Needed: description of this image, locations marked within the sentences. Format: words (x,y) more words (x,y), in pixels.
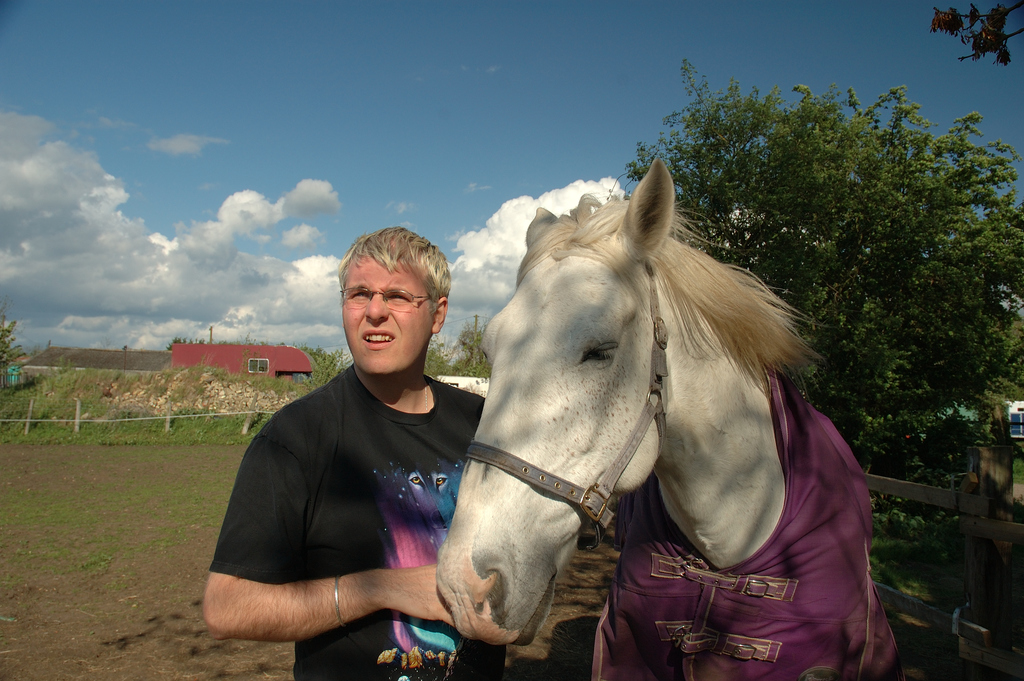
image is clicked outside. In the middle of the image (611,353) there is a horse (682,380) which has violet color cloth (754,603). And there is a tree (989,245) on the right side (909,299) there is a man (363,588) in the middle of the image (443,321) wearing black t shirt (422,563) one bracelet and specs (383,303). there is a sky (519,110) on the top (526,95) and house (265,347) on the left side (259,364).
